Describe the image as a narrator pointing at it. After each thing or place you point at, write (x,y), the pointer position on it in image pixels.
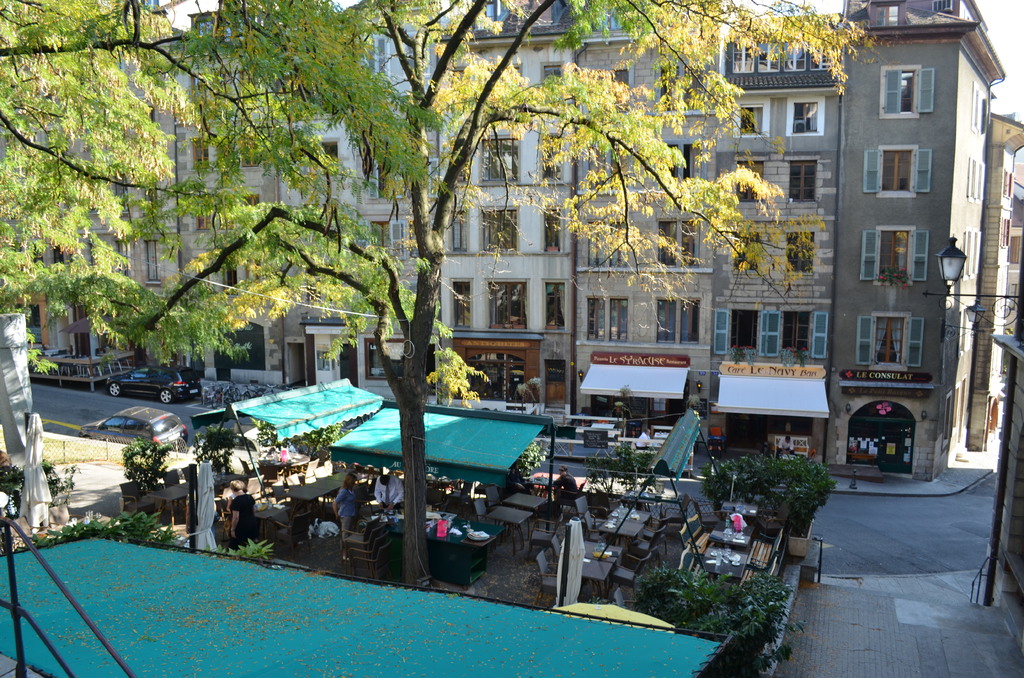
Here we can see stalls (594,631), chairs (592,522), tables (468,570), plants (198,460), and few persons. This is road (927,529) and there are vehicles (183,380). There are poles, lights (948,257), and boards (849,370). In the background (953,377) we can see trees (559,149) and buildings (982,102).
